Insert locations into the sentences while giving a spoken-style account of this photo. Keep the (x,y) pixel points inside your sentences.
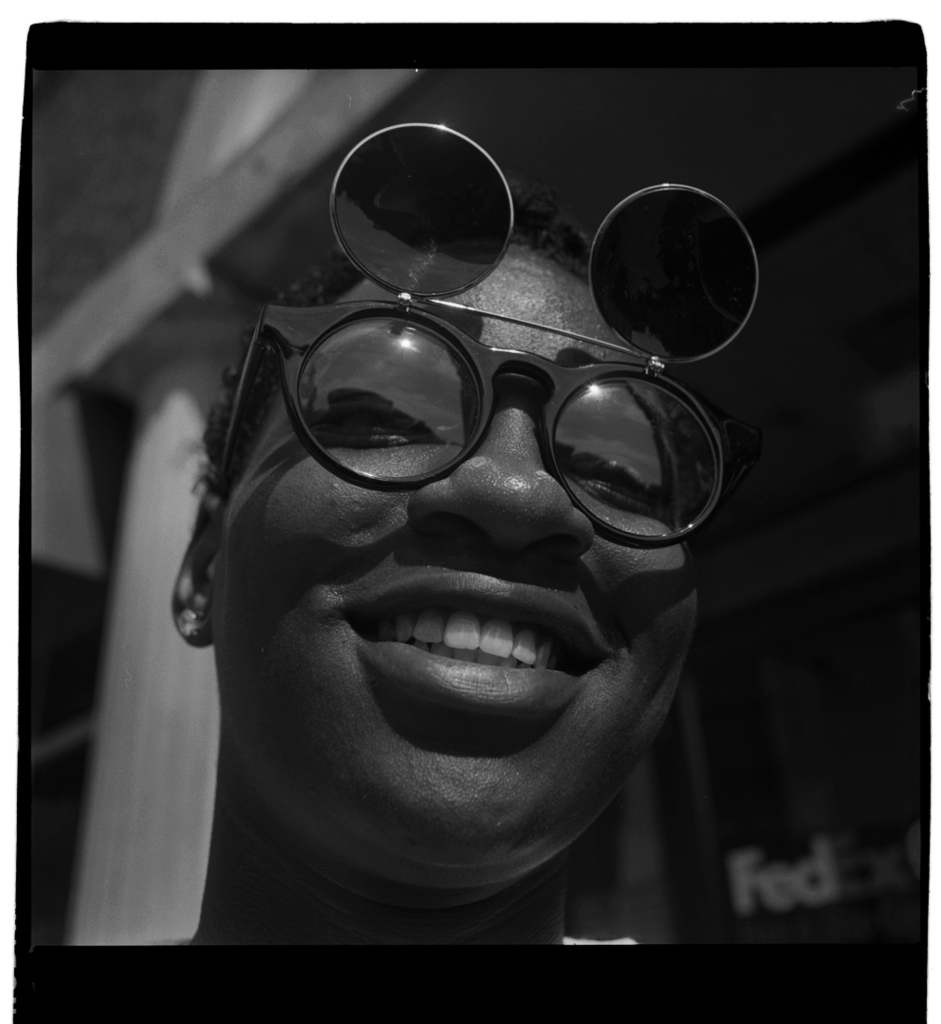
I see this is a black and white image and I see a person's face (324,549) over here and I see shades (420,347) and I see that the person (474,638) is smiling and it is blurred in the background (696,77) and I see alphabets (785,876) over here.
